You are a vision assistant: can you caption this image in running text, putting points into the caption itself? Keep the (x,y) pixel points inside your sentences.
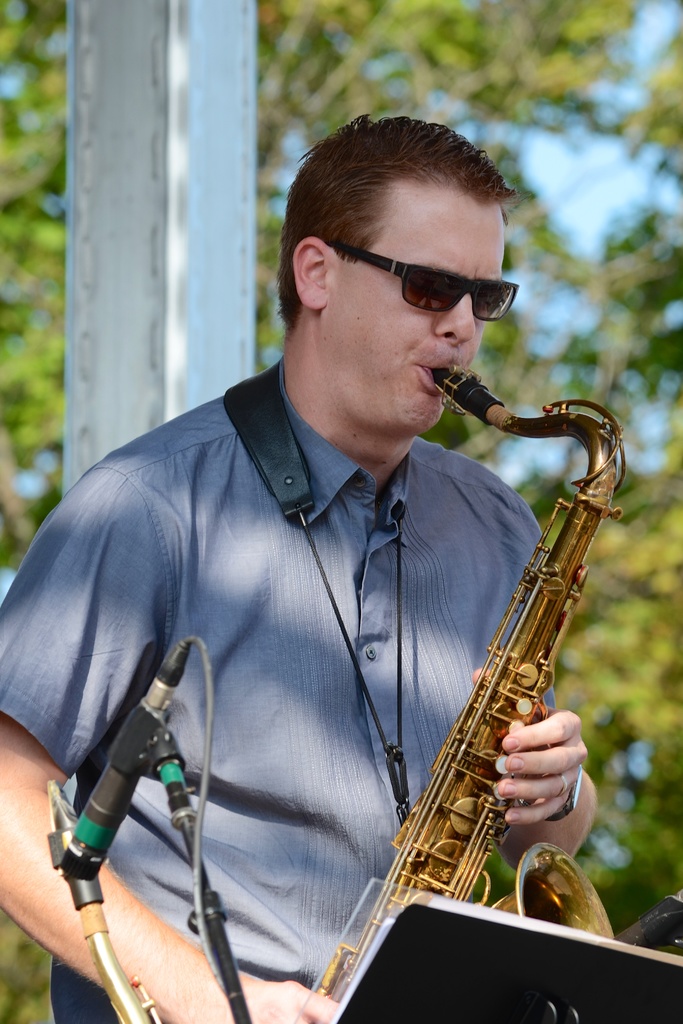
In the image there is a man (422,500) playing some music instrument (460,389) and in front of him there is a music notation stand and the background of the man (242,570) is blur.
